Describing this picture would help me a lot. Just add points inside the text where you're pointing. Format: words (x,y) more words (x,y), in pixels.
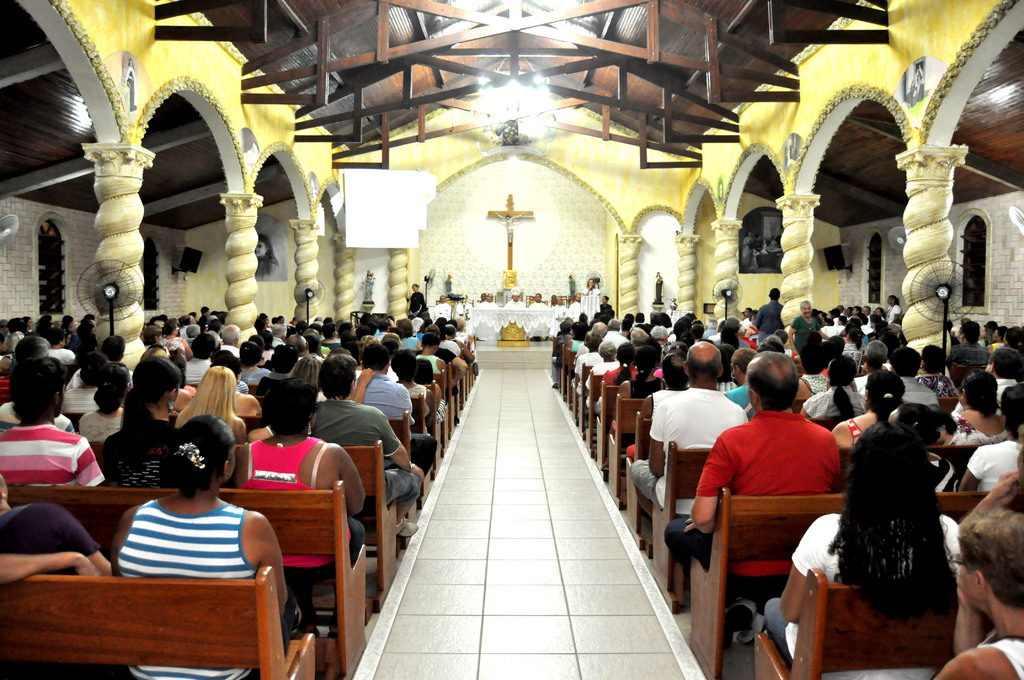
In the middle of the image (439,302) few people (562,304) are sitting there. Behind them there is a wall (531,192). At the top of the image (769,16) there is a roof (592,82) and light (546,98). Bottom right of the image (1006,599) few people (1022,616) are sitting. Bottom left of the image (25,558) few people (73,363) are sitting.
